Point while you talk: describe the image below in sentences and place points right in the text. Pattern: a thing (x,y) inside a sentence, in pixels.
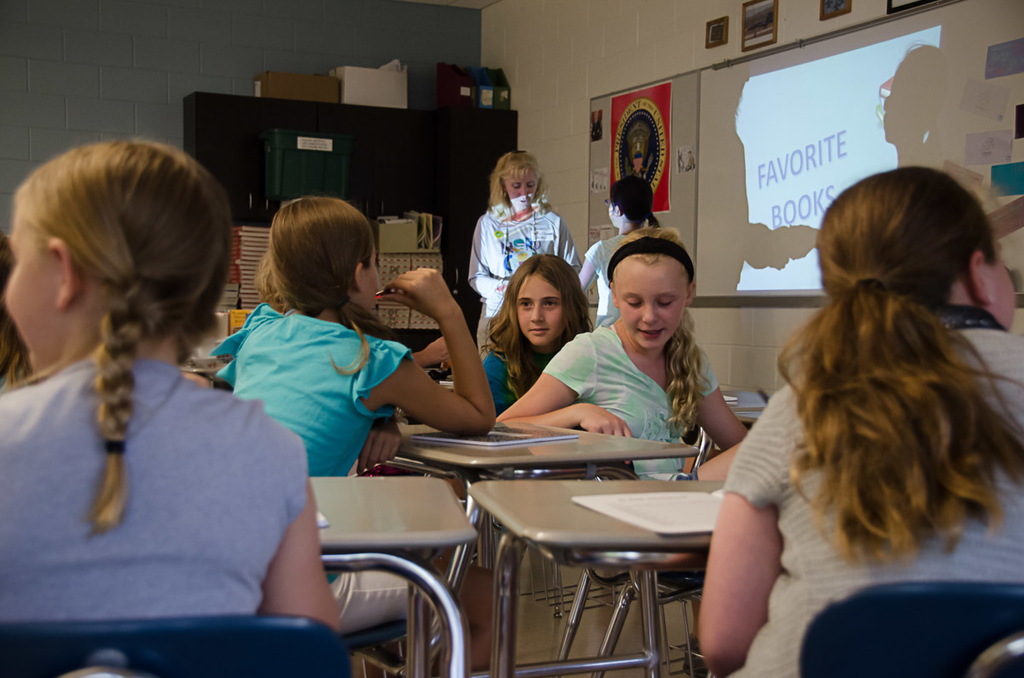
In this image we can see this people (116,395) are sitting on the chairs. In the background (862,142) we can see projector screen (753,100) on wall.
